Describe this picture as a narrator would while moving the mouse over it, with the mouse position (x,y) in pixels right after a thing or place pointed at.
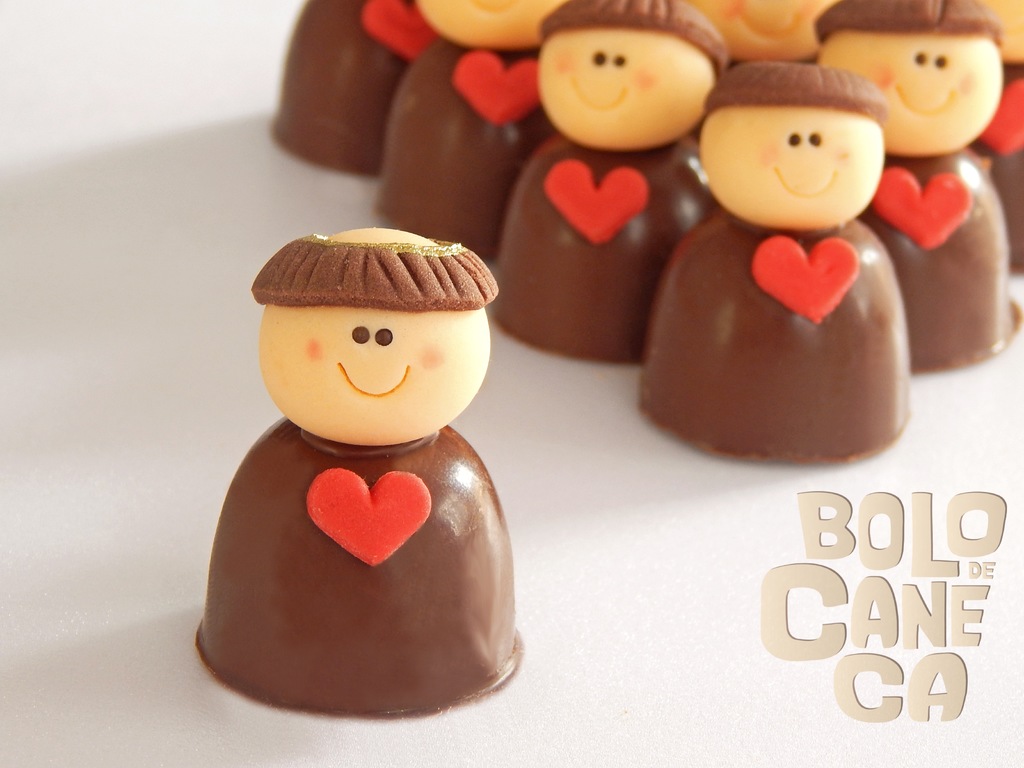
In this image I can see few chocolates (478,278) in cream, red and brown color. They are on the white color surface (612,609) and something is written on it.
